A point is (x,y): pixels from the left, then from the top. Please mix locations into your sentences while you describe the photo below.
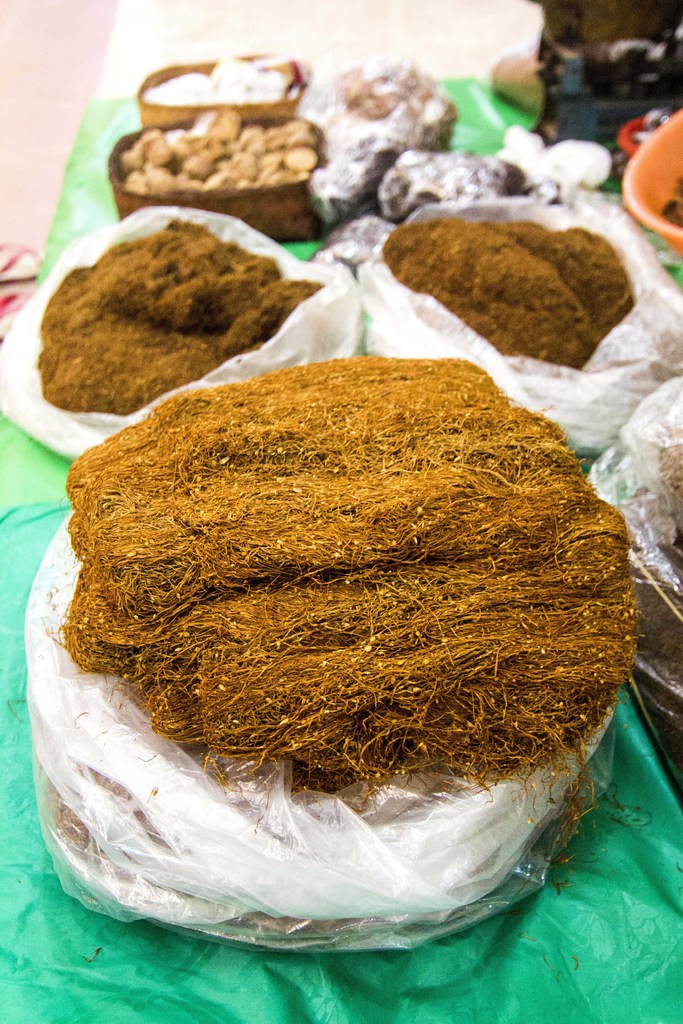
In this image I can see the white colored surface (455,38) on which I can see the green colored sheet (559,961). On which I can see few covers (266,907) and few brown colored objects (389,619) in the covers (444,112). I can see few wooden baskets (285,198) and few other objects (658,181).
